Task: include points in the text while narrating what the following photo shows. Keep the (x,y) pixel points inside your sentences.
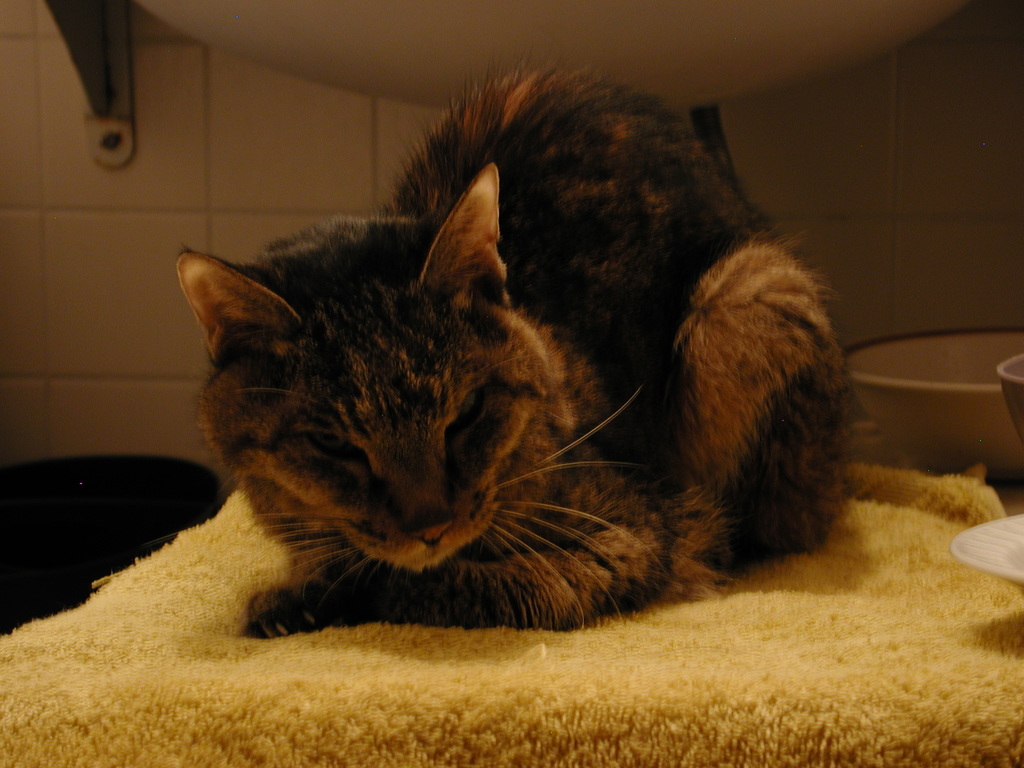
In this picture we can see a cat (494,360) is laying on the cloth (623,651) and on the right side of the cloth (900,566) there are bowls (919,438) and behind the cat (396,247) there is a wall (296,163) and an object (446,54). On the left side of the cat (329,506), there is a black object (70,513).
